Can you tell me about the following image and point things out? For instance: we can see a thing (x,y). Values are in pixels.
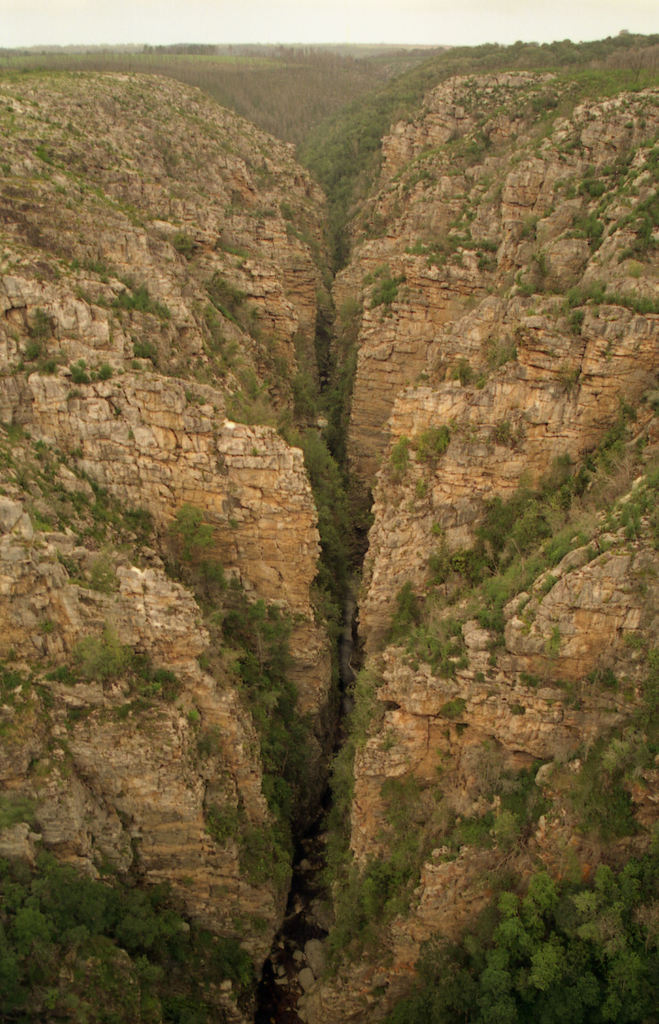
In the picture we can see some mountains (623,657), valley (332,257) and there are some trees (629,962).
